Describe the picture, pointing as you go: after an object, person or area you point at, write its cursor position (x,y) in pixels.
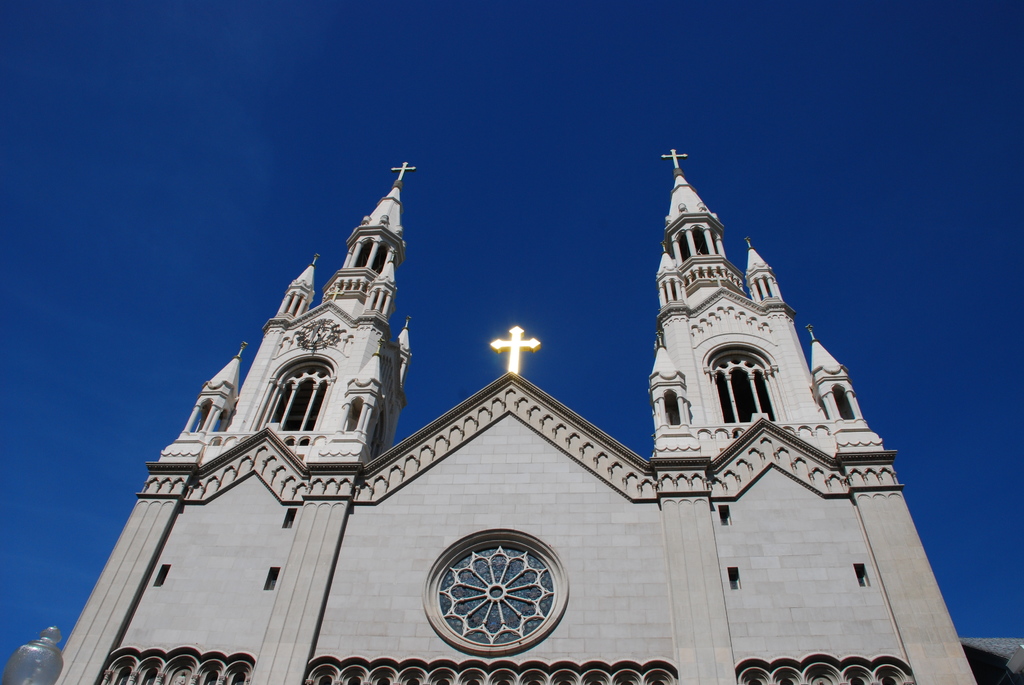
Here in this picture we can see a church building (281,344) present over a place and at the top of it we can see Christianity symbols (395,184) present and we can see the sky (191,359) is clear.
